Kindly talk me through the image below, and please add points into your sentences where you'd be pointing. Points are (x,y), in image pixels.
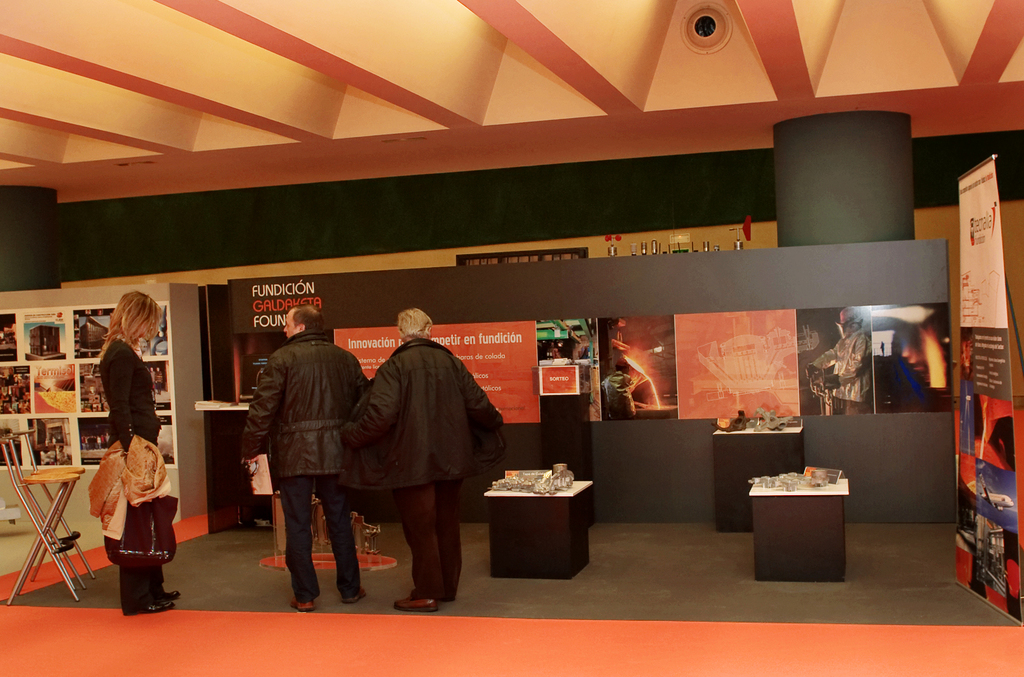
This is a banner (995,410) at the right side of the picture (989,423). On the table (788,546) we can see metal parts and few products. This is a floor (343,604). We can see three persons (400,409) standing near to the chair (47,480). We can see the posts (80,354) here.
